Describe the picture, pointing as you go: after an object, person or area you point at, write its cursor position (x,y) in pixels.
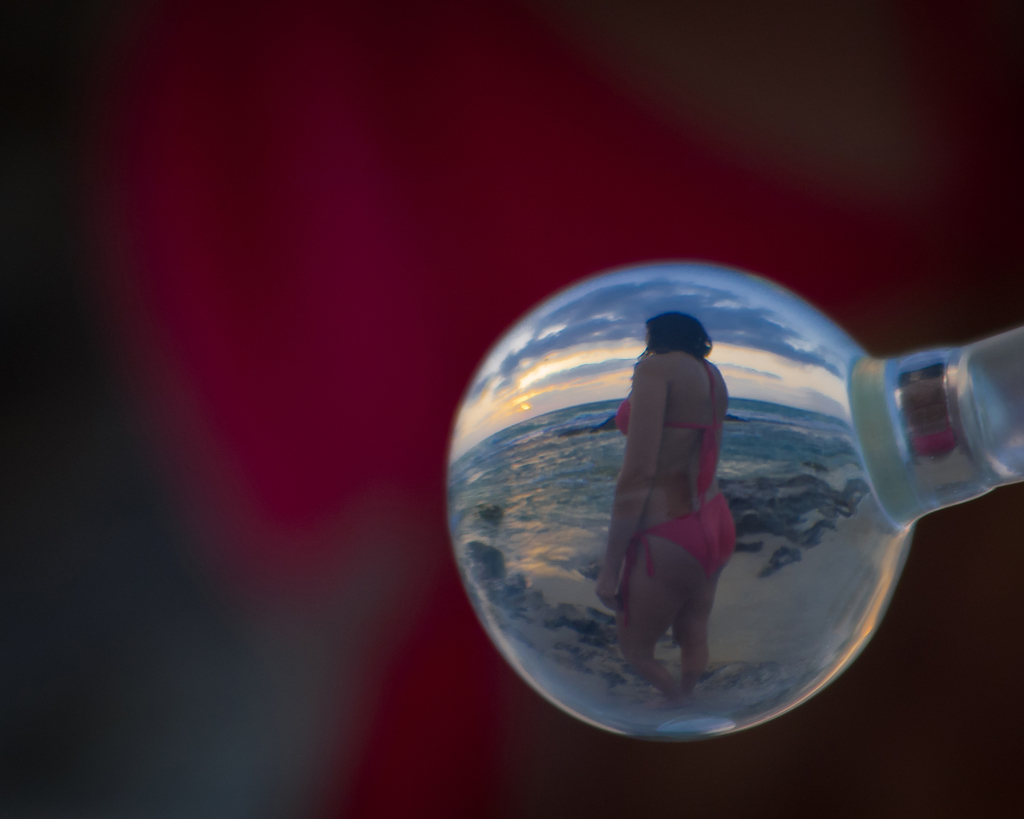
In this image I can see a white color object (696,457). Inside the object (686,483) I can see a person (664,450) and the water (568,475). The sky (559,329) is in blue and white. Background (12,391) is blurred.
